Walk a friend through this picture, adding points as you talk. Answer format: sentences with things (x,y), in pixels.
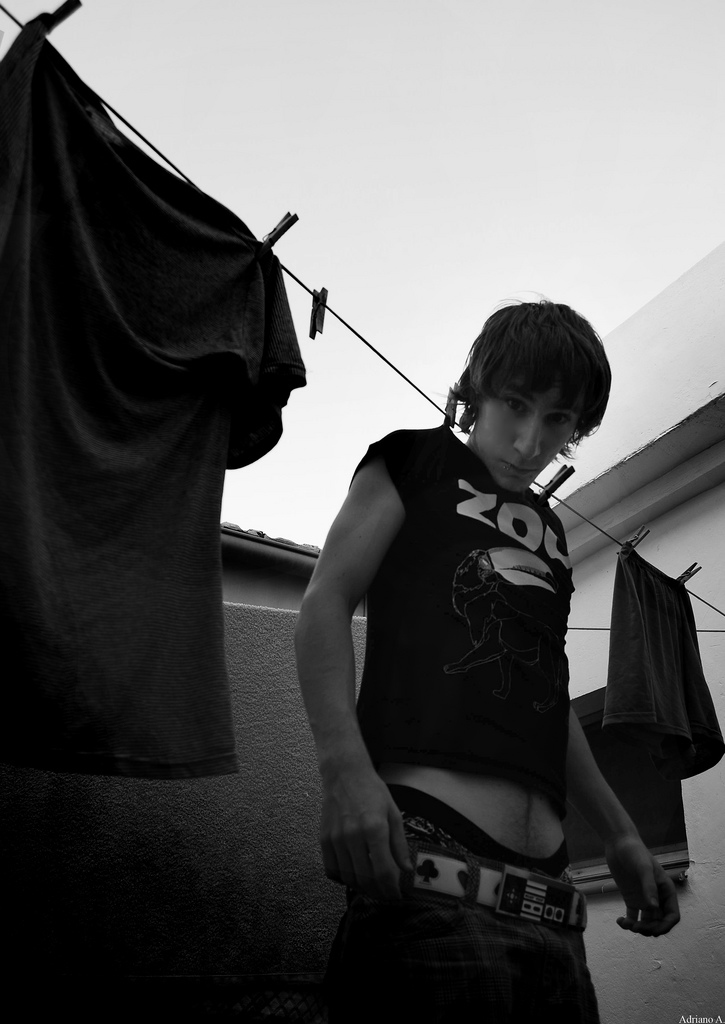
In this image there is a person (332,551) standing near a rope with clothes (138,473) beside him, behind him there is a house (602,536).
